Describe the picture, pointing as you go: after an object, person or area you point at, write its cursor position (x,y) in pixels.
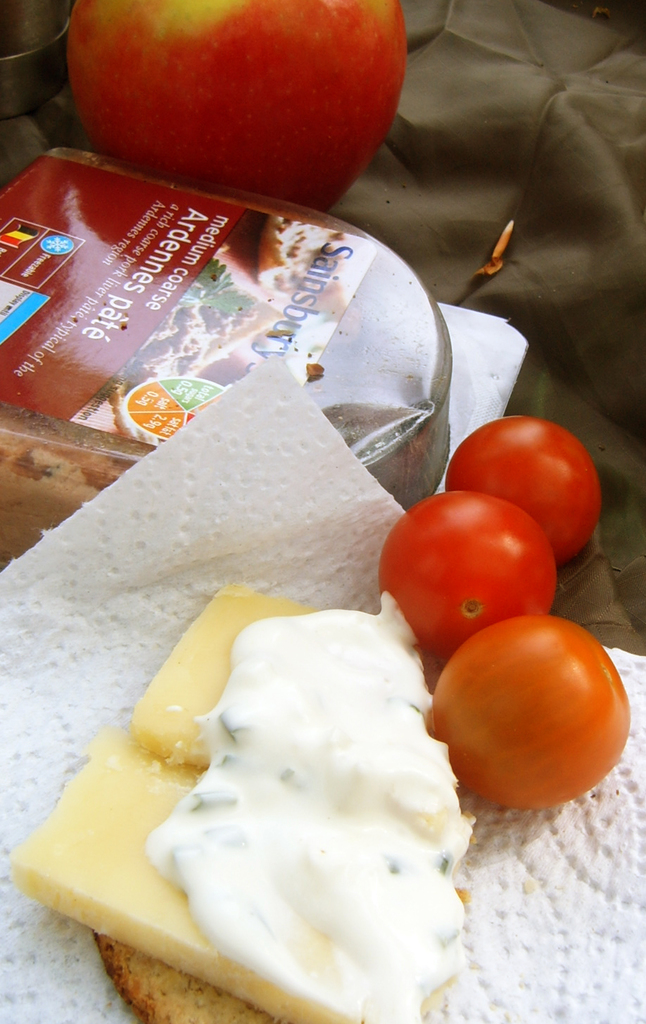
In this image there is a tissue paper (35,984) towards the bottom of the image (45,1010), there is food (180,719) on the tissue paper (77,937), there are three tomatoes (502,511) on an object (644,643), there is a plastic box (229,356) towards the left of the image (123,327), there is food (86,467) inside the plastic box (63,476), there is a sticker (238,324) on the plastic box (255,287), there is text (155,284) on the sticker (181,284), there is an apple (244,71) towards the top of the image (154,101), there is an object (573,179) towards the right of the image (563,168), there is an object (35,65) towards the left of the image (31,78).
